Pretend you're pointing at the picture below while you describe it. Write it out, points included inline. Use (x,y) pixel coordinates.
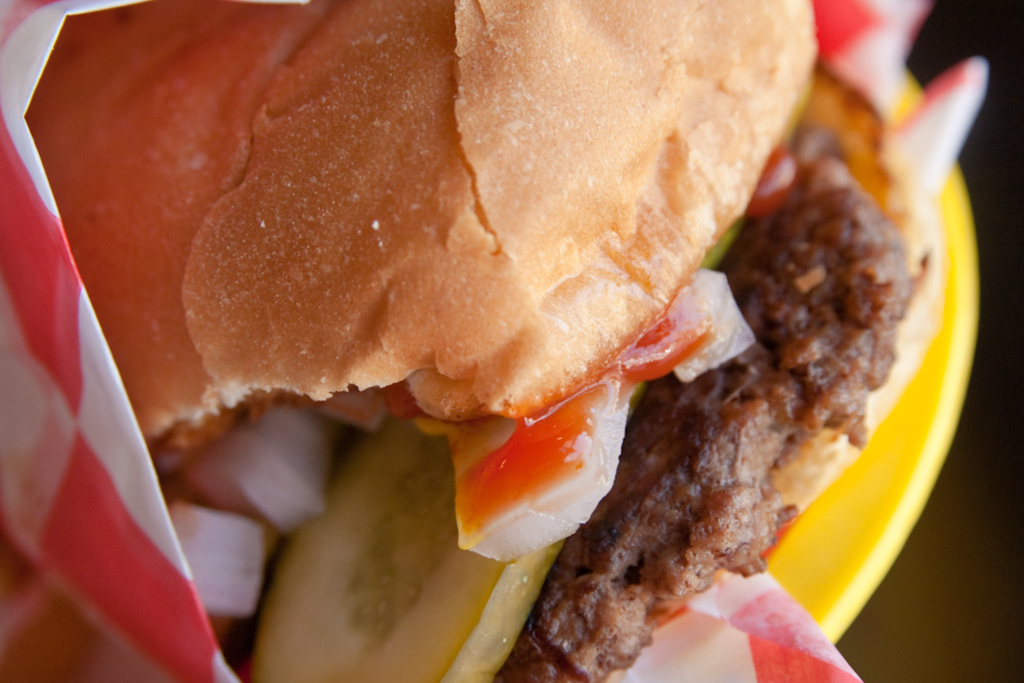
In this image I can see food (531,172) which is in brown, red color on the plate (821,545) and the plate (887,483) is in yellow color.
